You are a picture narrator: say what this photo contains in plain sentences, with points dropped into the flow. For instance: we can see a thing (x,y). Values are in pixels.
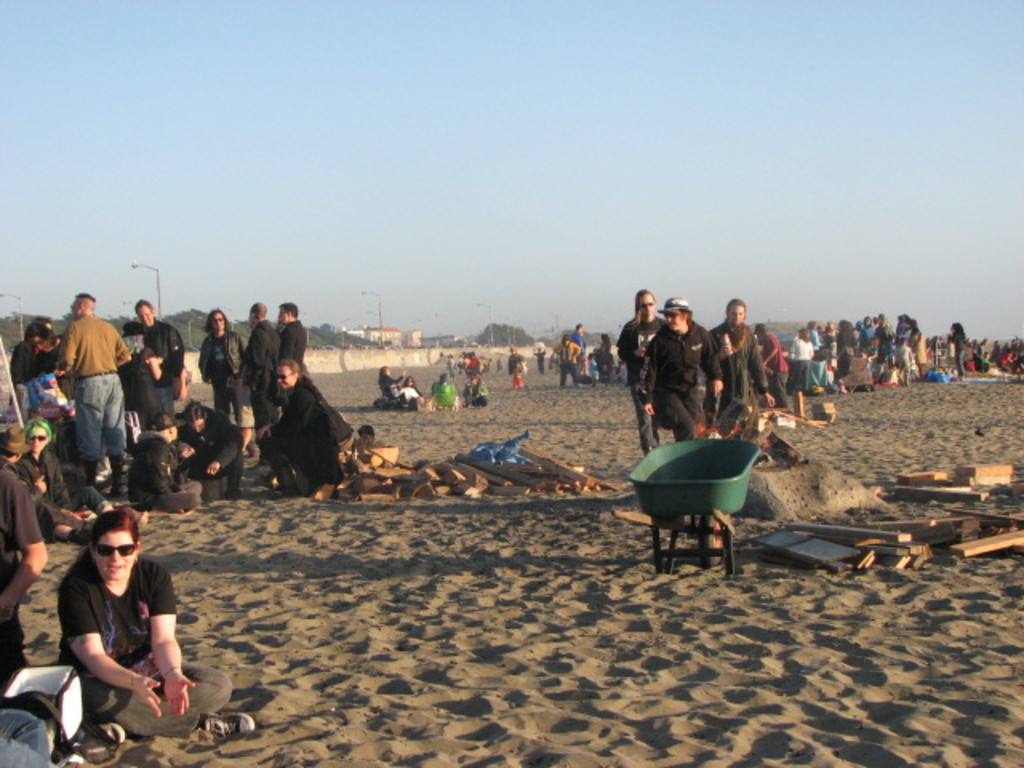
The image is taken in a beach (986,447). In the foreground of the picture (486,485) there are wooden logs (922,494), people (246,437), cart (666,523), sand (547,569) and other objects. In the middle of the picture (665,354) we can see people (897,339) and sand (329,386). In the background (191,317) towards left (192,331) there are trees (198,334), wall (425,358), street lights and buildings (362,333). At the top (490,127) it is sky (464,160).
